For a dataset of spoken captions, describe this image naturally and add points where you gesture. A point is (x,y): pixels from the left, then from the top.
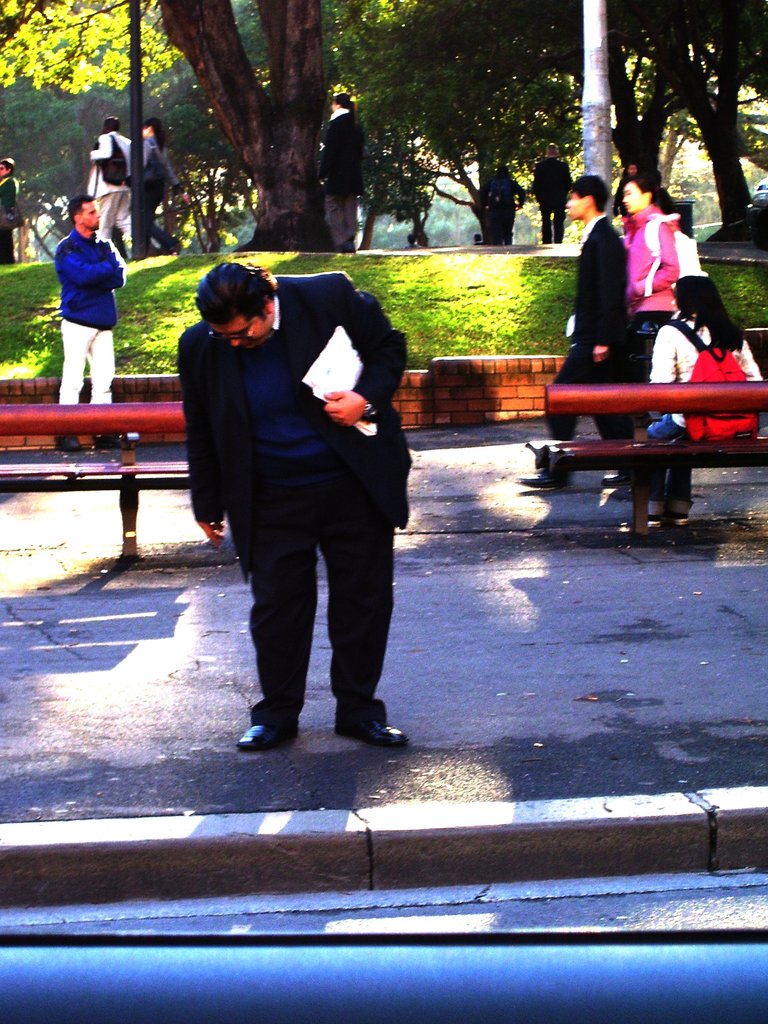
This is the man (328,416) holding a paper (366,426) and standing. He wore a suit (227,398), shirt (331,465), trouser (281,621) and shoes (262,726). I can see the woman (708,334) with a bag (701,365) is sitting on the bench (612,442). There are few people (606,278) walking. I think this is the pole (593,22). These are the trees (350,56) with branches (534,65) and leaves (530,121). This looks like a small wall (475,396). Here is the grass (461,282).
